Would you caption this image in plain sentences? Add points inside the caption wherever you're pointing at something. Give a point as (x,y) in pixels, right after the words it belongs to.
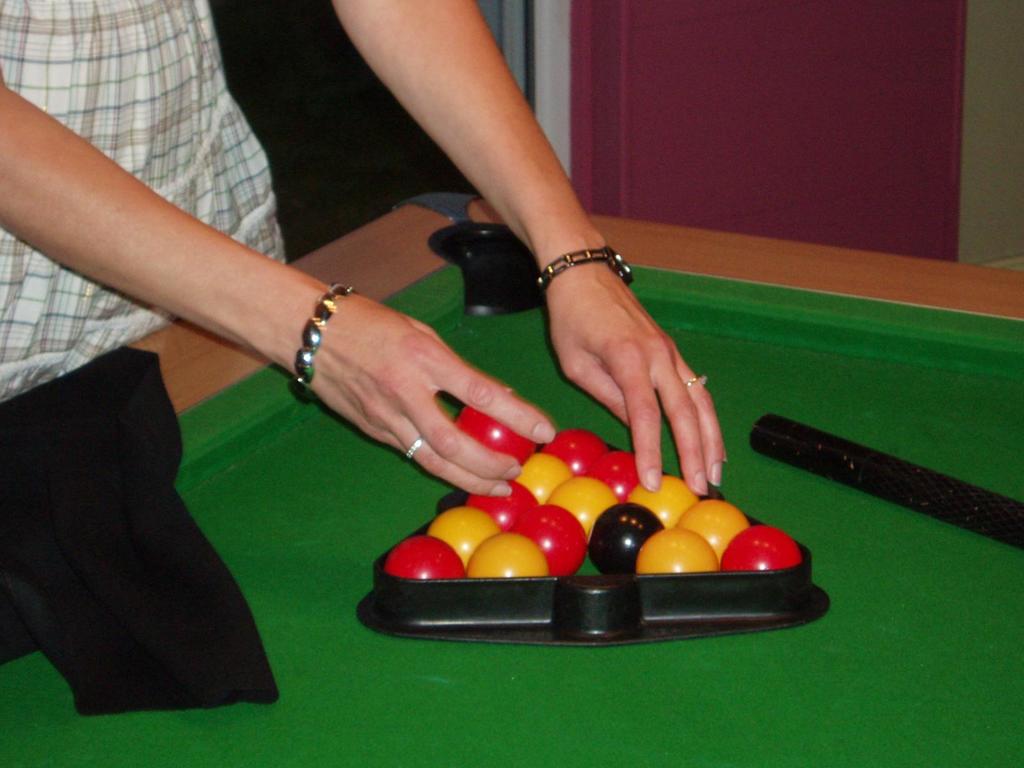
In this picture we can see a person's hands (646,333) holding balls (562,573) on the table (370,696) and some objects (900,480).
